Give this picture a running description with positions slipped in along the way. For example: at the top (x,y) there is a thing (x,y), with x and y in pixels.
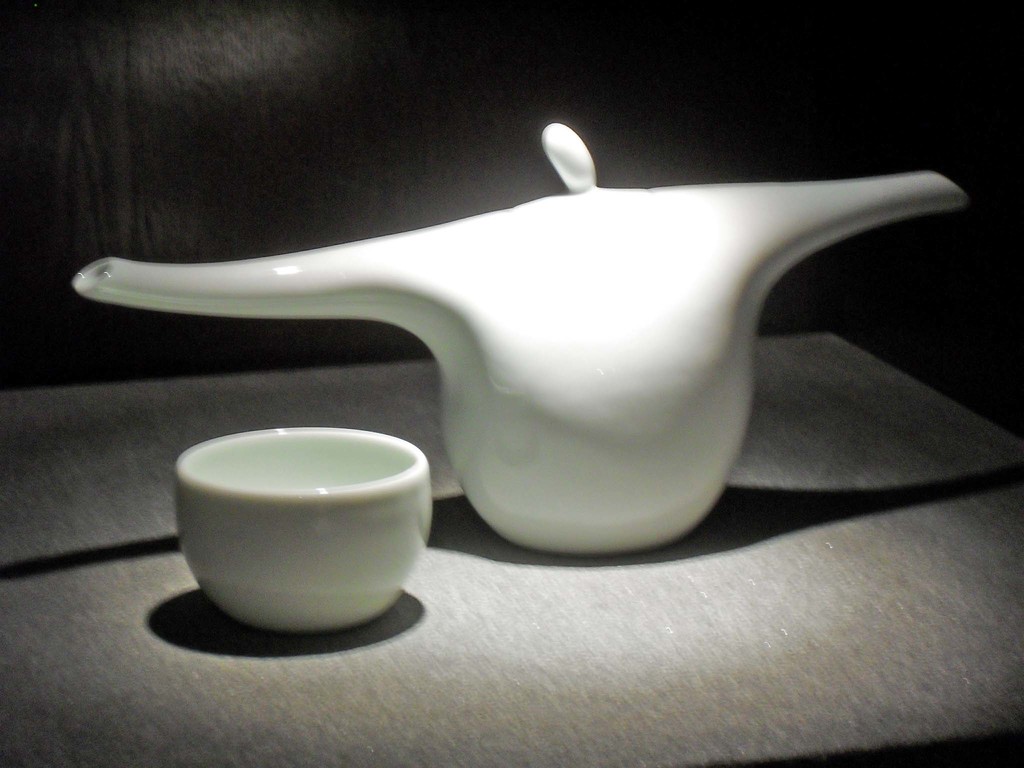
In this image in the center (520,433) there is a flask (561,414) which is white in colour and there is a cup (305,514).
